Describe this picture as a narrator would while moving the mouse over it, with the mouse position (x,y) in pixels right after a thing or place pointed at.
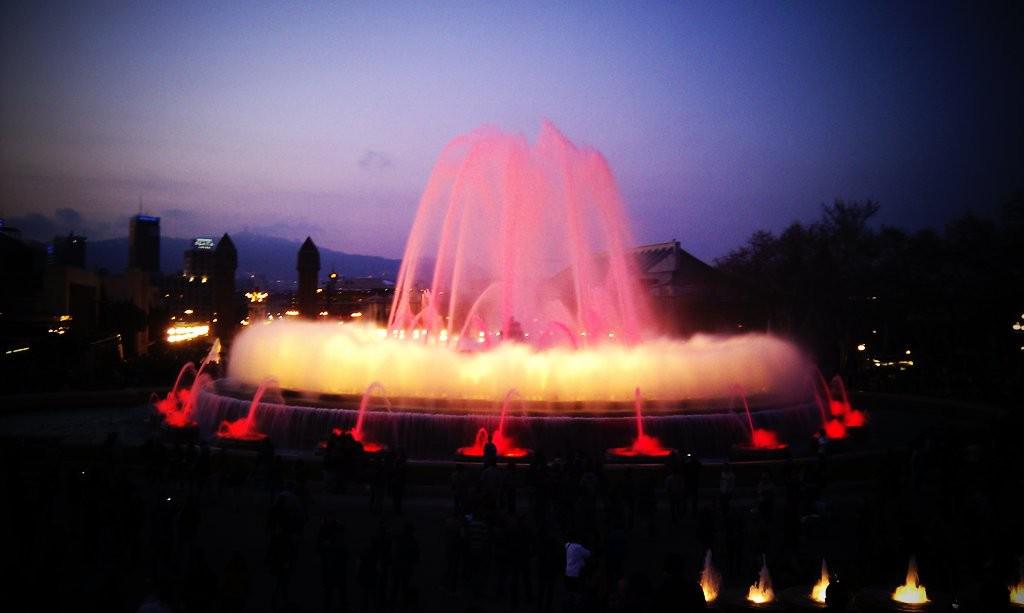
In this picture I can see a water fountain (532,333), there are lights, buildings (31,280), there are trees (953,318), and in the background (1010,98) there is the sky (523,103).
